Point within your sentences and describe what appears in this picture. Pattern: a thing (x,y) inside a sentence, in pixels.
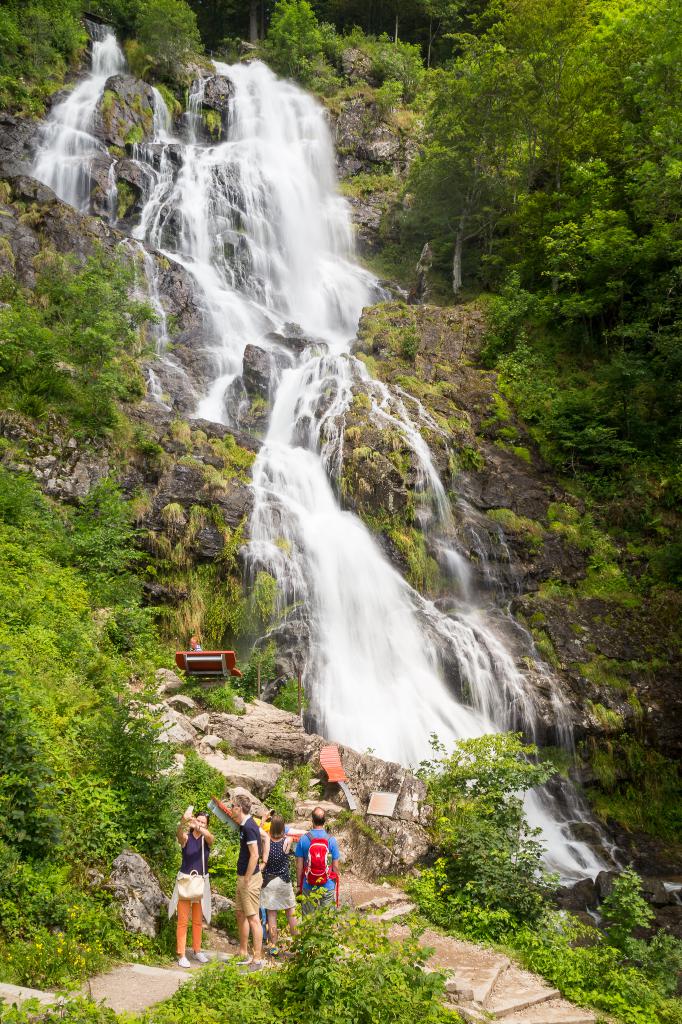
In this image we can see these people (258,965) are standing here. Here we can see the stairs (501,973), trees (7,763), bench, rocks (274,722), waterfall (314,690) from the hills (177,325).
